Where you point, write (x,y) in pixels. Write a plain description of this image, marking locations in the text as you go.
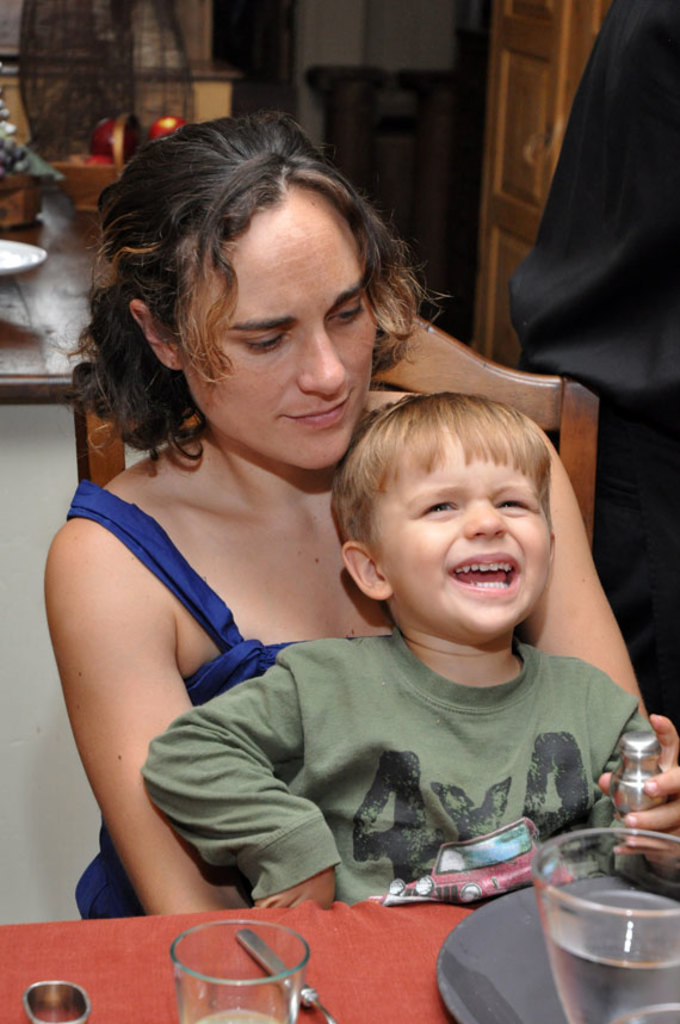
This image is taken indoors. In the background (345,18) there is a wall (366,63). There is a cupboard (495,175). There is a table (56,336) with a few things (61,181) on it. In the middle of the image (345,439) a woman (201,505) is sitting on the chair (452,361) and she is holding a kid (375,789) in her hands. At the bottom of the image (377,990) there is a table (358,996) with a tablecloth (346,980), a knife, a glass (265,980), a plate (494,944) and a bottle (629,767) on it.
